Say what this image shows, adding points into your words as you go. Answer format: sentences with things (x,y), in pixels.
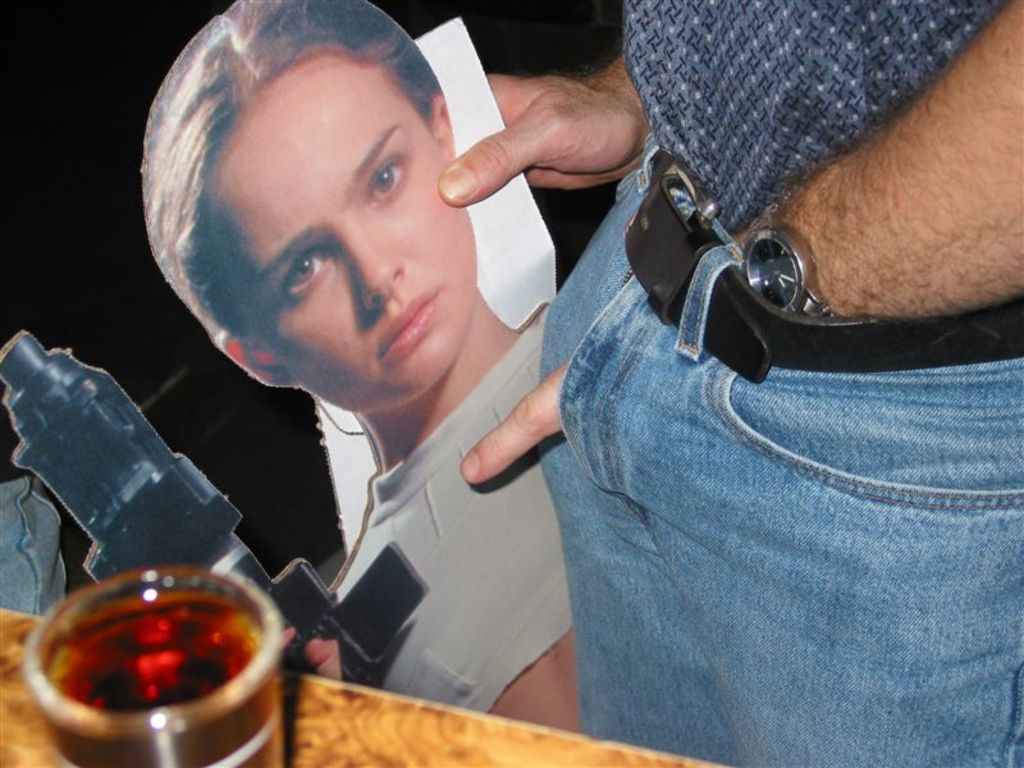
In this image there is some person (703,316) holding a photograph (398,342) of a woman (436,609) holding a gun (144,502). Image also consists of a glass (228,718) of liquid (235,641) on the surface (392,735).
